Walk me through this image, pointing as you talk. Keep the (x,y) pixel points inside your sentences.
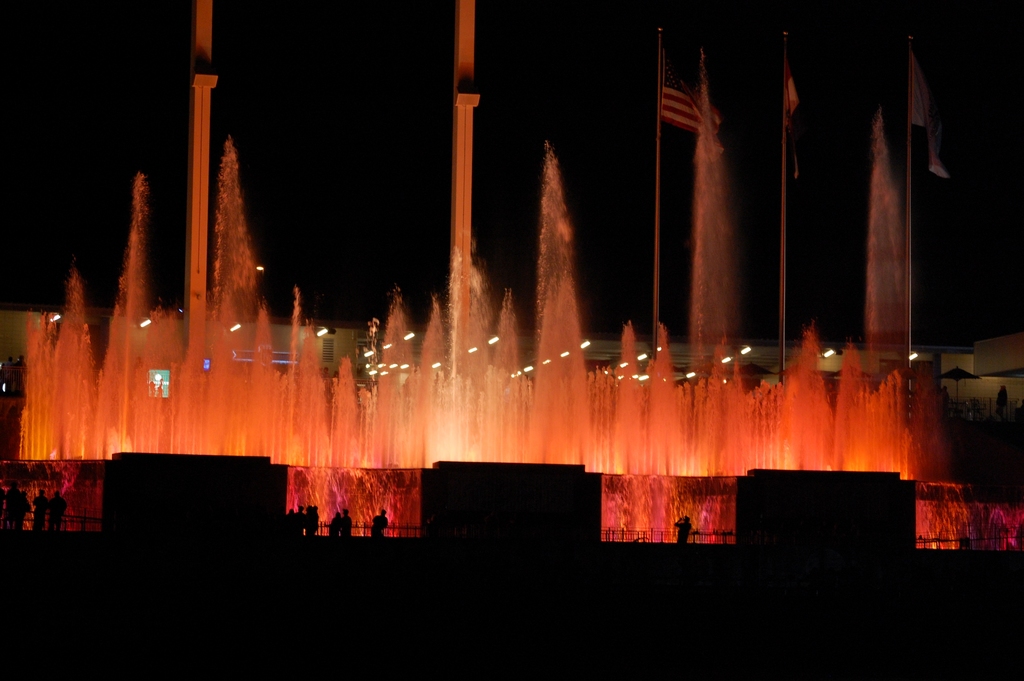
In this picture I can see the flags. I can see the fountain (435,357). I can see a few people (350,521) standing on the surface (460,554). I can see the metal grill fence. I can see the lights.
